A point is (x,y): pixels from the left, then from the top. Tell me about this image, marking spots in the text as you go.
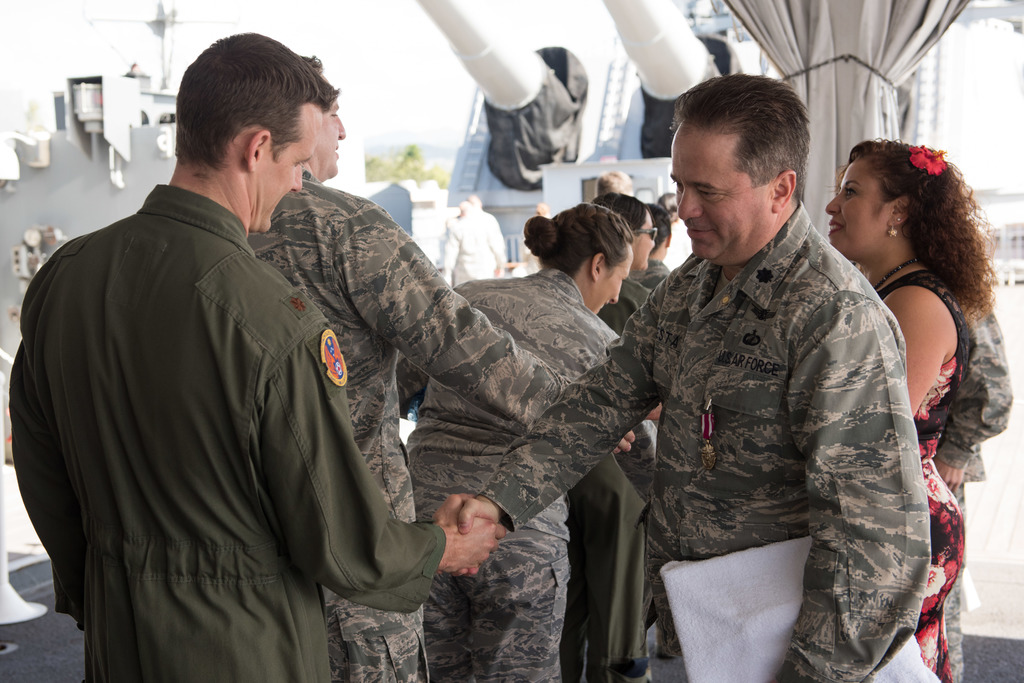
In this image in front (190,526) there are people (109,236) shaking their hands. Behind them there are a few other people (935,463) standing. In the background of the image (468,41) there are pipes (645,41) and there are some metal objects (5,216). There are trees (439,177). There are buildings (1003,225). At the top of the image (440,73) there is sky (445,69).
